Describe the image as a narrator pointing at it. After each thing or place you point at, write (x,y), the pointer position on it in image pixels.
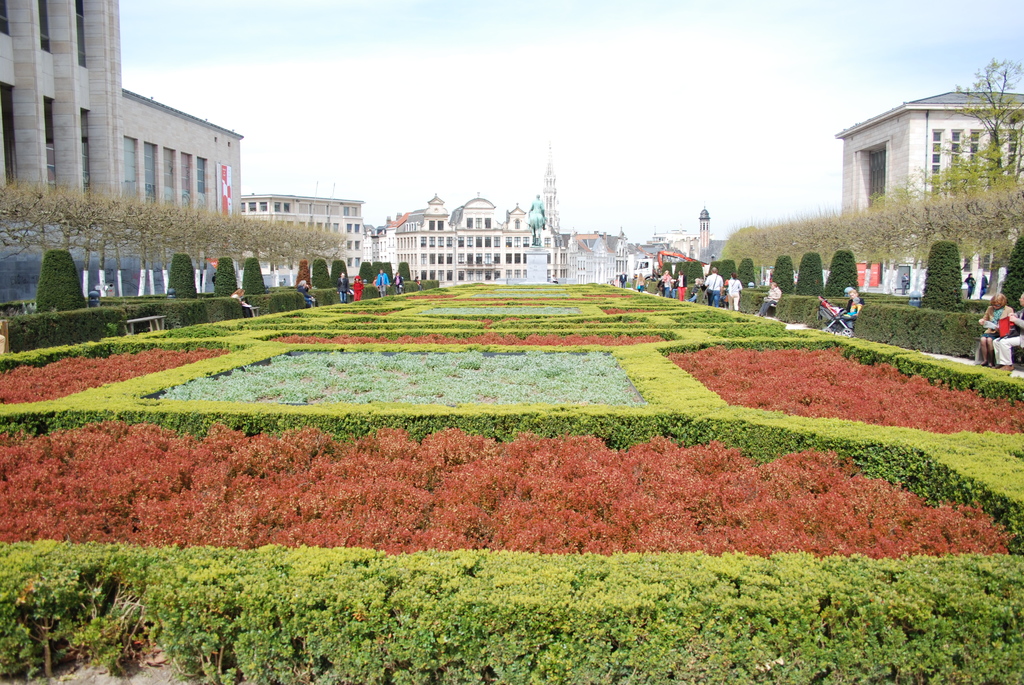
In this picture there are people (616,279) and we can see plants (389,328), benches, trees (996,210) and buildings (447,244). In the background of the image (624,58) we can see the sky (666,60).
